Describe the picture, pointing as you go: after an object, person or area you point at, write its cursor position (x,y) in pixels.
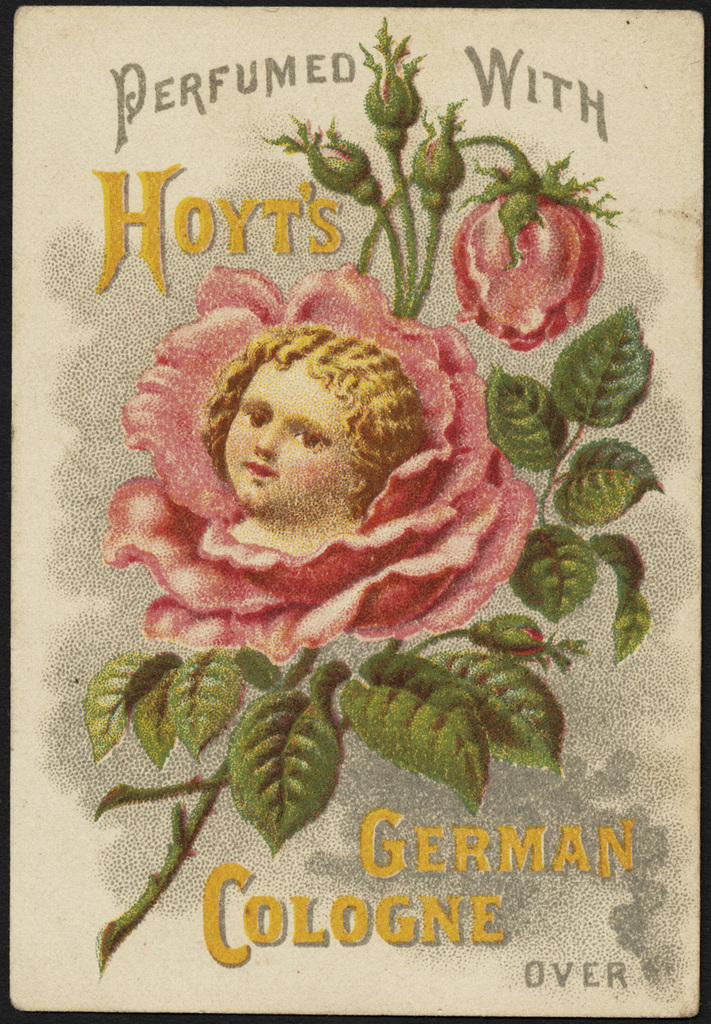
In this image we can see a poster (14,344) on which we can see some text (492,840), picture of a child (273,504), and pink color flower (280,587) with buds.
